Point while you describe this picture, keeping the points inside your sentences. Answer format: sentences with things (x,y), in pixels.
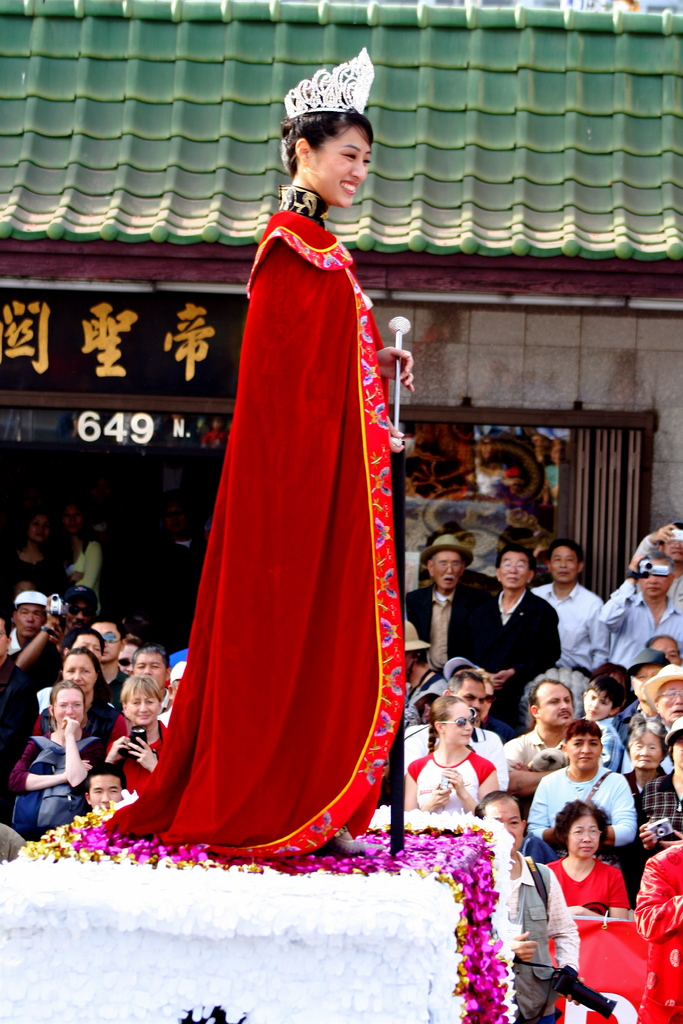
In the center of the image (320,607) we can see a lady (318,395) standing and smiling. She is wearing a crown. At the bottom (77,766) there is crowd (551,746) sitting and some of them are holding cameras (658,570). In the background (578,399) there is a shed (259,133) and we can see a board (170,336). At the bottom (252,945) we can see decors (429,861).
